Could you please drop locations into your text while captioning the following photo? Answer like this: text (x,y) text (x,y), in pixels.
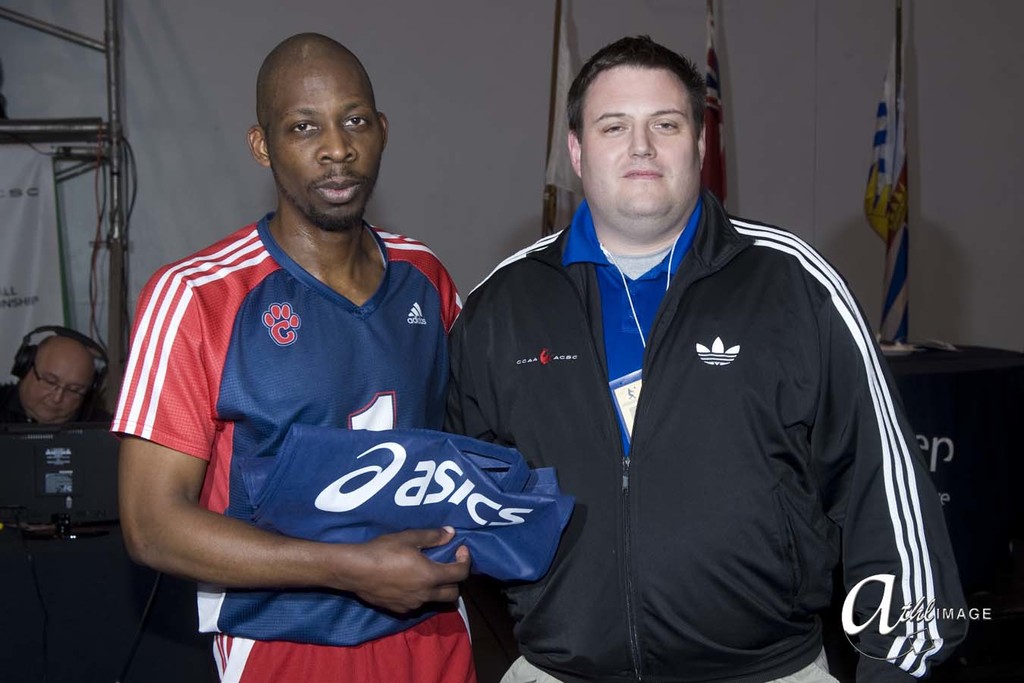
In this image there are two persons (583,442) in which one of them is holding a dress (357,461), there are a few flags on the table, there is person (65,386) with goggles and a headset (23,360), a computer (63,431), few poles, cables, a banner (23,336) and a white color cloth (1001,266).
